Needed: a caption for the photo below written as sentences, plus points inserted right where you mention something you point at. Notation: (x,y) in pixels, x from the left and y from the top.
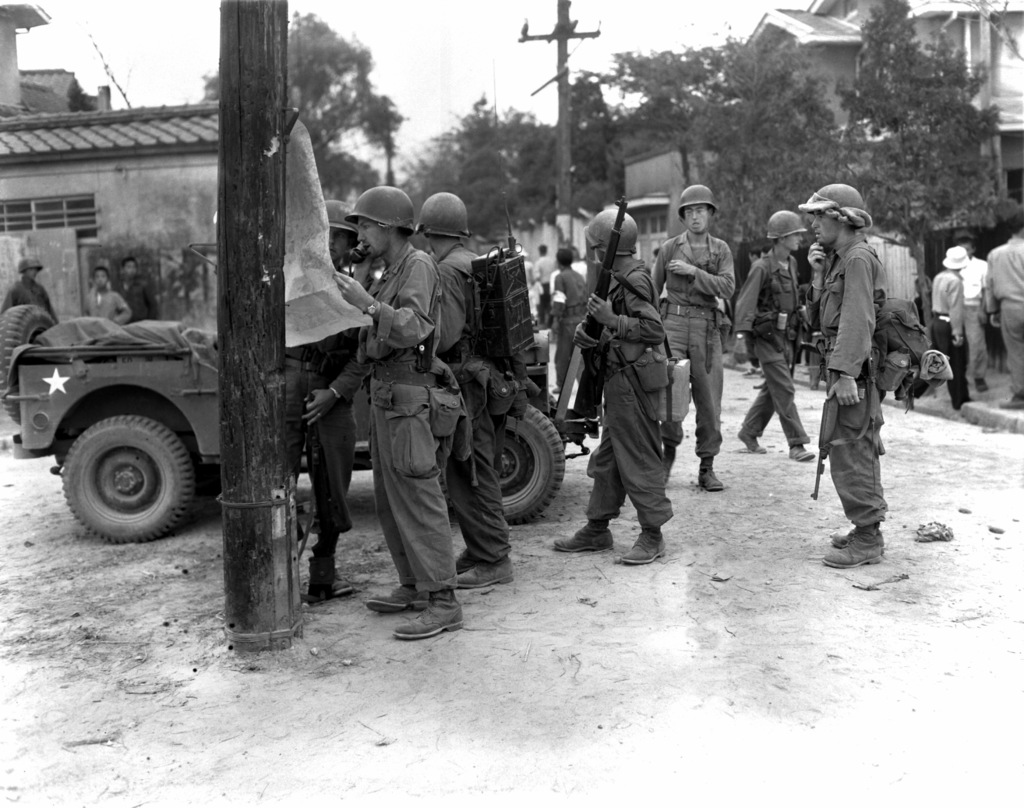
In this image we can see black and white picture of a group of people (704,459) standing on the ground (672,594), some people (855,346) are wearing helmet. Two men (855,346) are holding guns (592,311) in their hands (581,327). One person (447,291) is carrying a device (508,282). On the left side of the image (265,268) we can see a vehicle (578,426) parked on the ground (95,587) and a wooden pole (254,619). In the background (6,203), we can see group of building (91,133) with windows (6,203) and roofs (82,123), group of trees (895,171) and a pole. At the top of the image (440,77) we can see the sky (380,12).
